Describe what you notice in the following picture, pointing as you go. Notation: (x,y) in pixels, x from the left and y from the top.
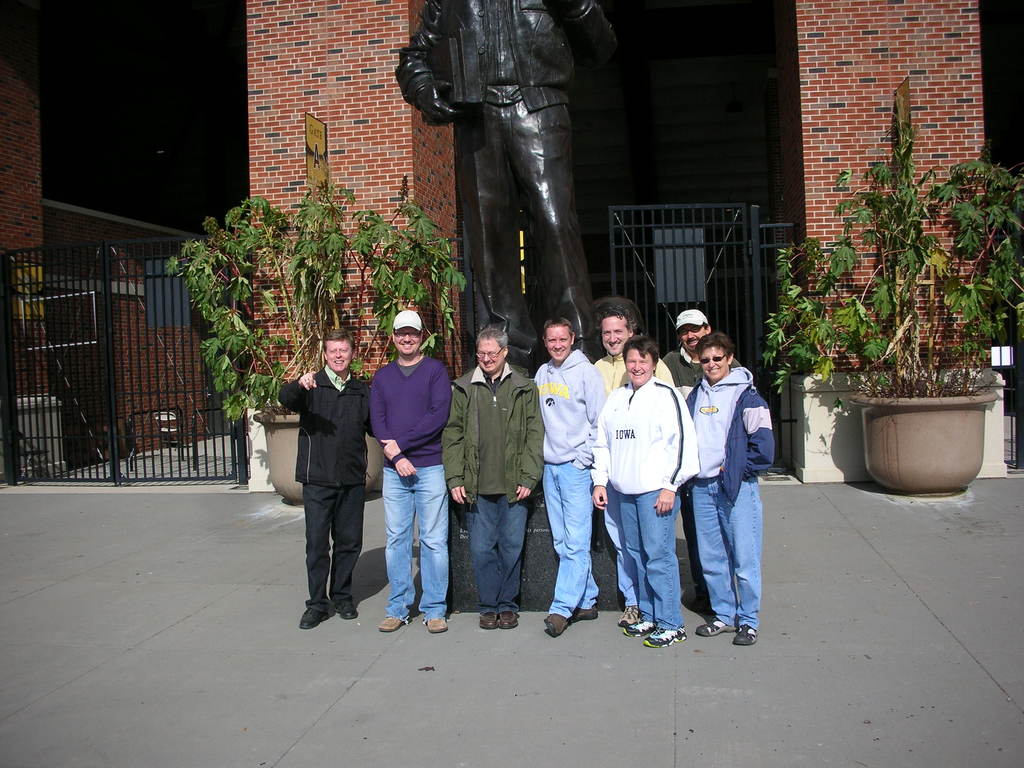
In this image I can see in the middle (651,369) a group of persons (544,380) are standing, in the background (440,290) there are trees (240,380) and at the top (673,131) there is a statue (540,191) and a building (384,77).
